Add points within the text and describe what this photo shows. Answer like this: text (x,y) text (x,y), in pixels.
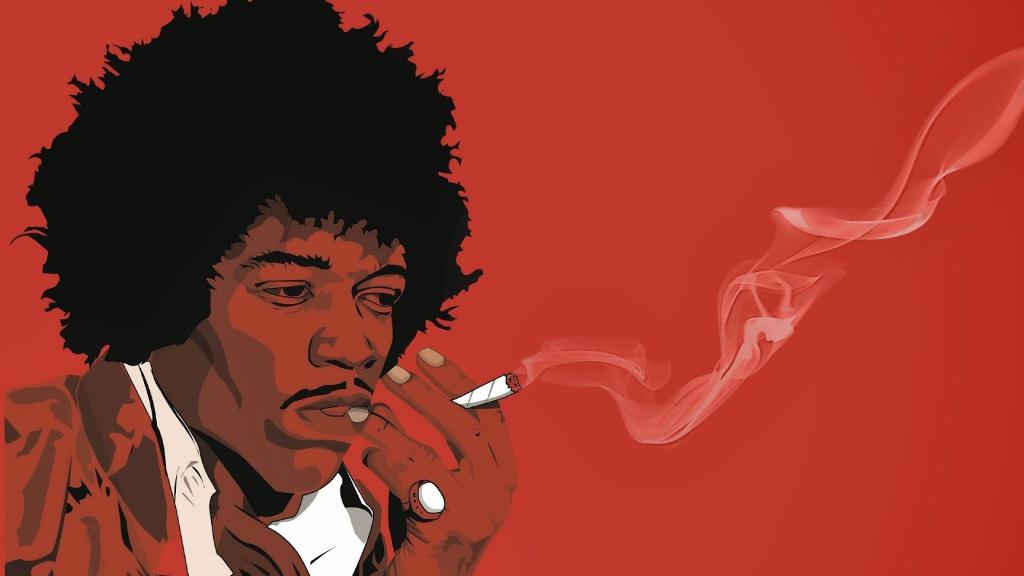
In this picture I can see a man (496,466) is smoking, it looks like an animation.
